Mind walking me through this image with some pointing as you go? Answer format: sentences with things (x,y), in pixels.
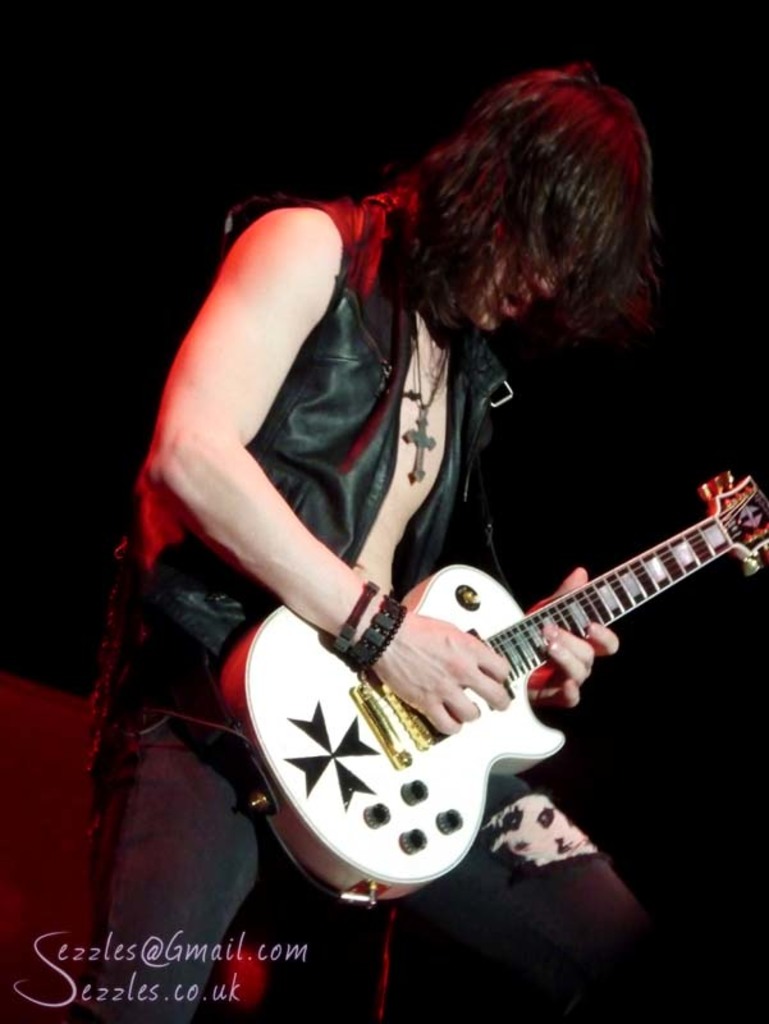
In this picture a man (321,539) is standing in the center (266,646) and is holding a musical instrument (512,708) in his hand (426,707).
